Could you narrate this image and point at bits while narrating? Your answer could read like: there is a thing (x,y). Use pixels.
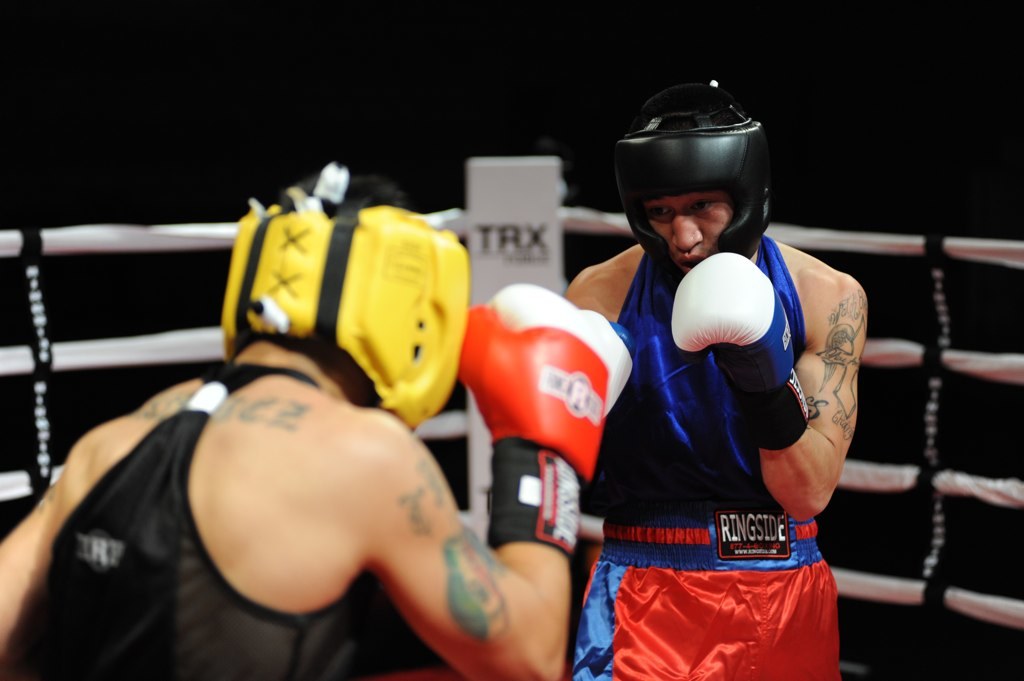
In this image I can see two people (680,446) are standing and wearing different color dresses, helmets (741,115) and gloves (701,284). I can see the boxing-ring (977,251) and the black color background (44,96).
